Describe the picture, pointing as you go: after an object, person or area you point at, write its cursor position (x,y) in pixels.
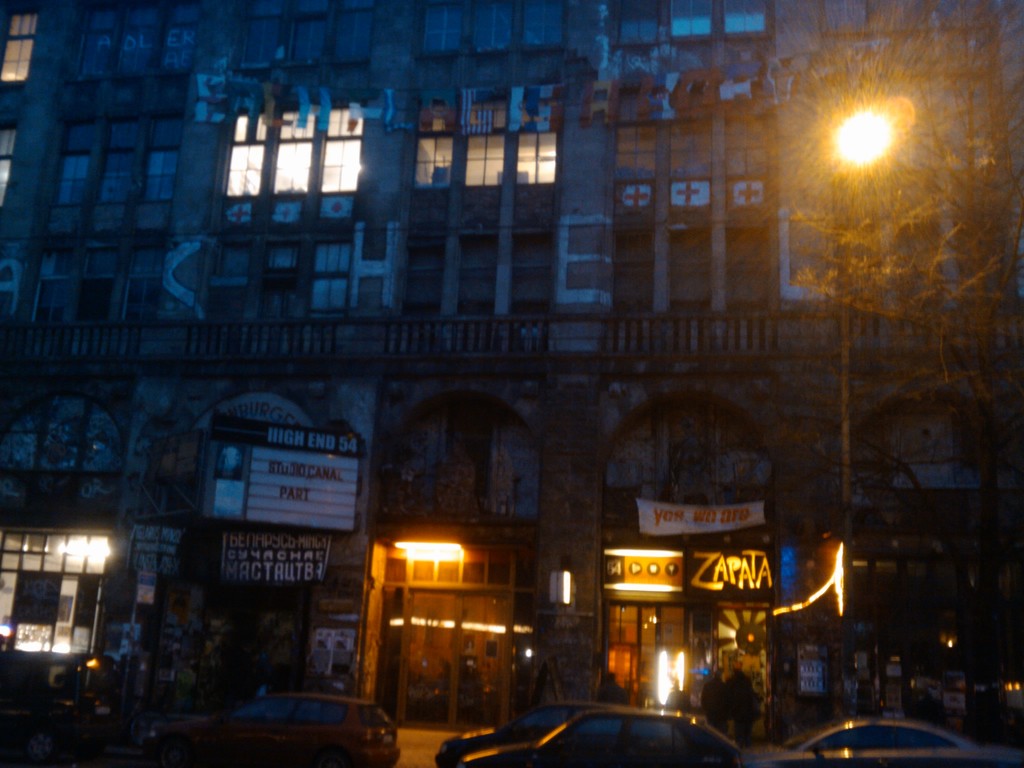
In this picture we can see a building (775,442), street light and trees (918,150). On the bottom (257,746) we can see many cars (286,742) on the road (110,755). Here we can see posters (231,472), banners (287,560) and board (316,478). On the top (544,172) we can see windows (675,157). Here we can see door (460,700).
